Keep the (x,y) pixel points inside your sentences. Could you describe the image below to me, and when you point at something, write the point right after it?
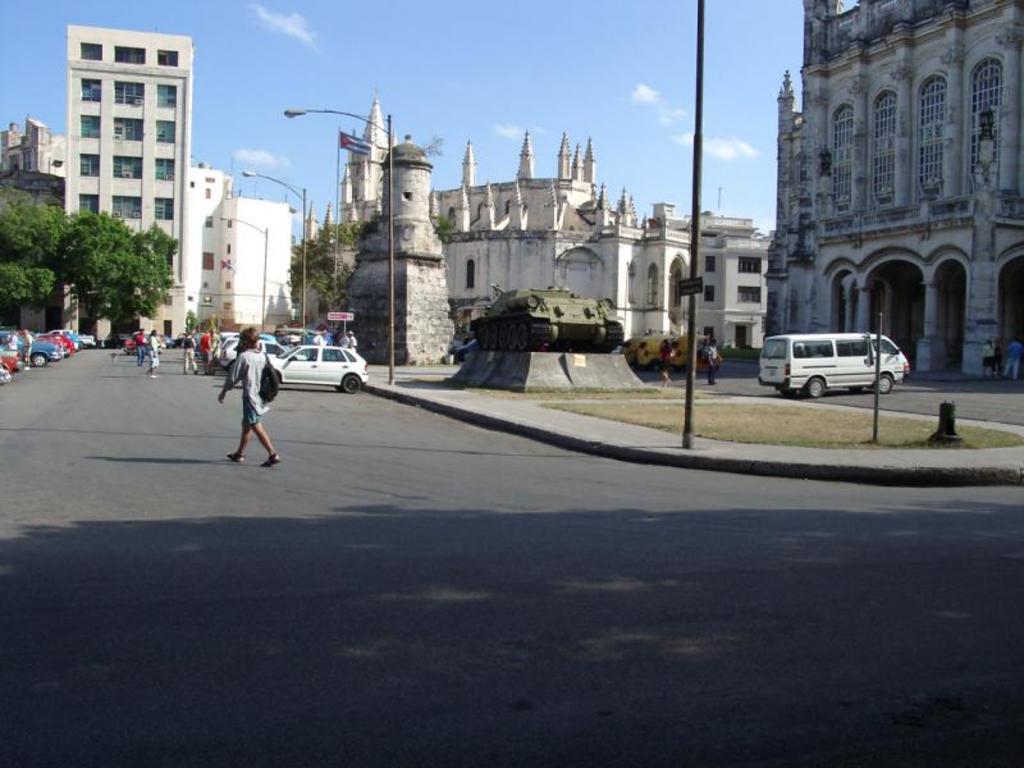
In this image I can see the road (340,621). On the road (276,483) I can see the vehicles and people (270,451) with different color dresses (257,388). I can see one person (244,388) with the bag (275,386). To the side of the road (454,654) I can see trees (37,264), light poles (305,294) and few more vehicles (595,343). In the background (422,257) I can see many buildings (444,194), clouds (294,35) and sky (454,86).
